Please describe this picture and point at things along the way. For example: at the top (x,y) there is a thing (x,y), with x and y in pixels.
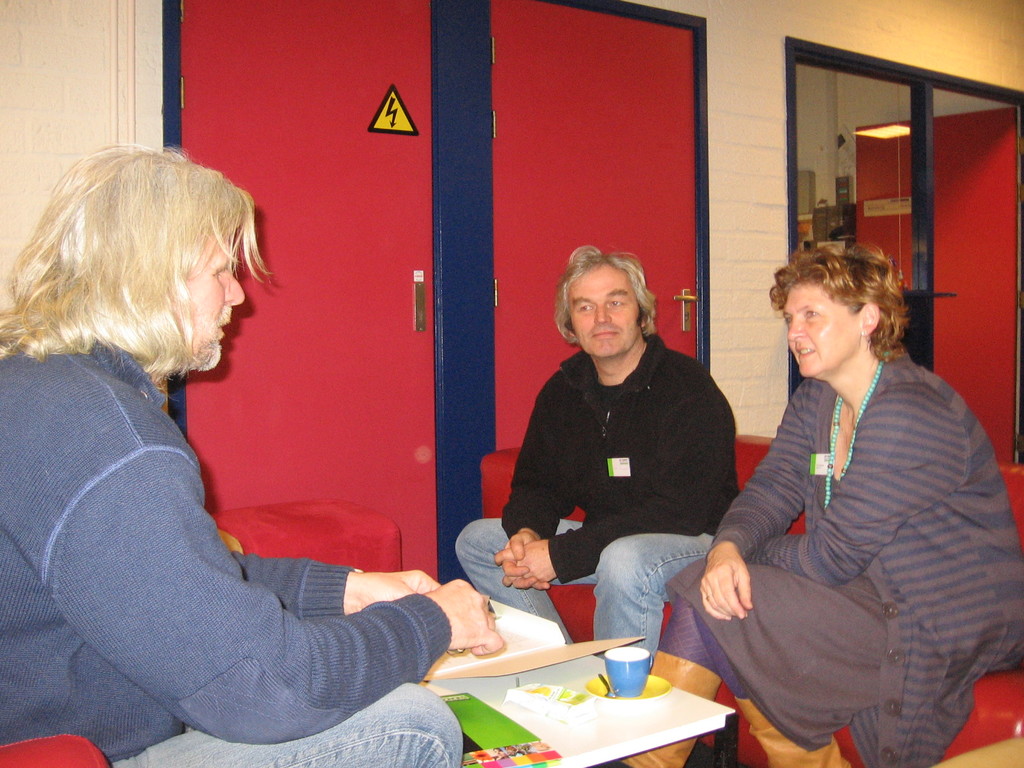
In this image there are three persons (149,299) sitting on a sofa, towards the left (234,655) there is a person (24,376) wearing blue sweater (226,624) and blue jeans (365,743), towards the right (796,428) there is a man (708,447) and a woman (812,420). Woman (809,442) is wearing a striped sweater (883,432) and man (657,399) is wearing a black t shirt (643,412). In the middle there is a bench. on the bench (624,711), there is a cup (639,670) and books (483,767). In the background (494,290) there are red color cupboards (410,179) and a window (867,153).
